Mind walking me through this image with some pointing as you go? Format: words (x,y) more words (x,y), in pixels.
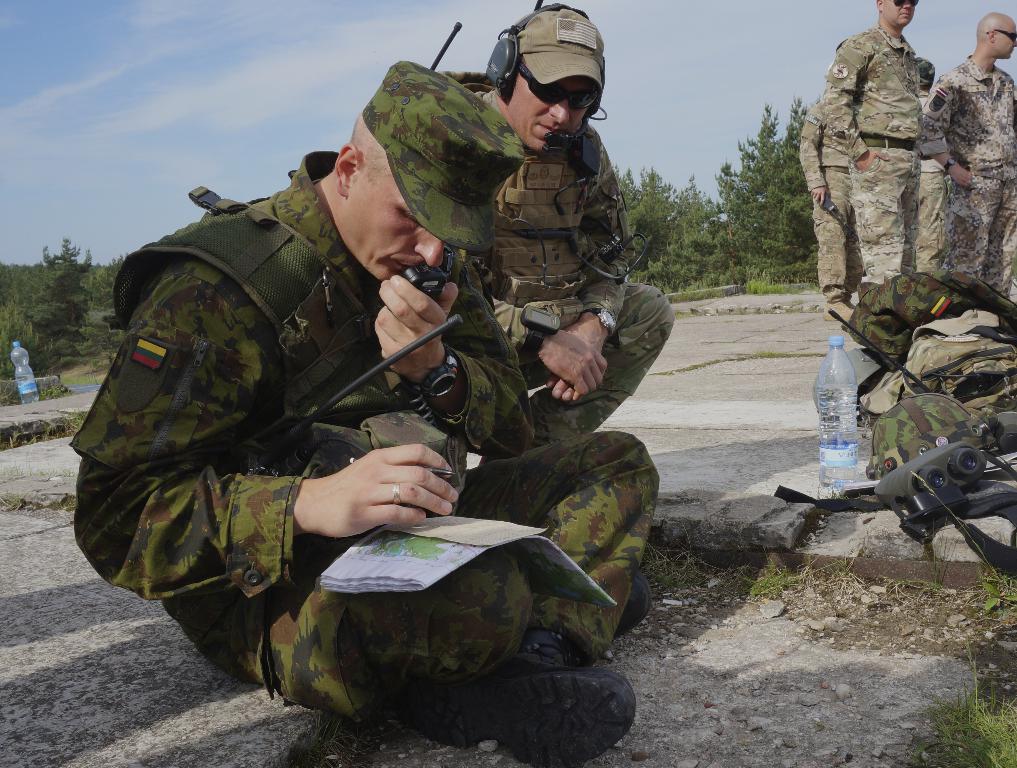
In this image we can see two water bottles (836,389), so many trees (55,361), grass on the surface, bags (936,355) and some objects (963,508) on the surface (757,447). Soldiers (953,194) are standing, one soldier (299,480) is sitting and holding some objects (429,281). One person (527,305) is in crouch position and at the top (136,182) there is the sky (178,70).
